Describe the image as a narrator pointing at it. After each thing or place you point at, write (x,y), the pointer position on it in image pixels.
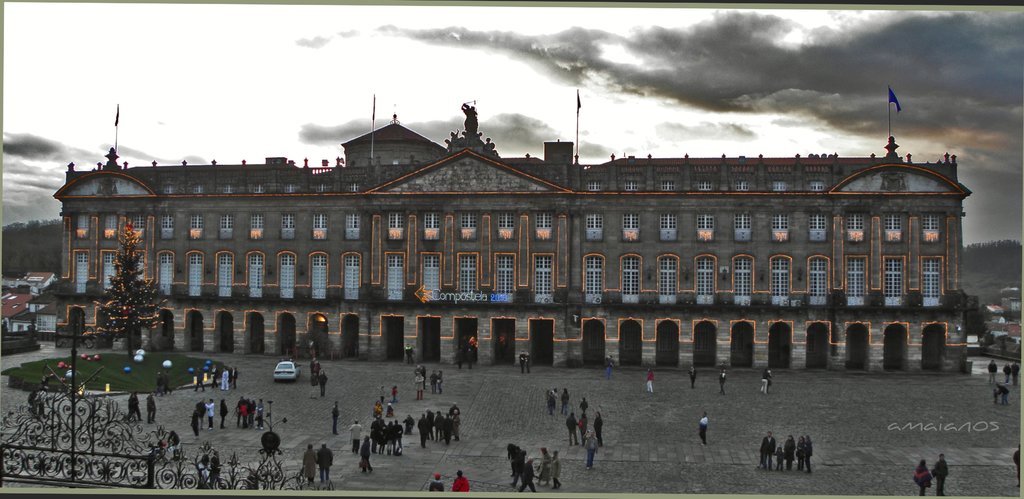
In this image we can a big building (537,248) and it is a having many windows (741,258). There are many houses (1001,320) in the image. There are many people (516,462) standing in many groups (590,438). There is a grassy land (133,377) in the image. A car (288,373) is parked in front of a building (209,342). There is a partly cloudy sky (758,64) in the image.
